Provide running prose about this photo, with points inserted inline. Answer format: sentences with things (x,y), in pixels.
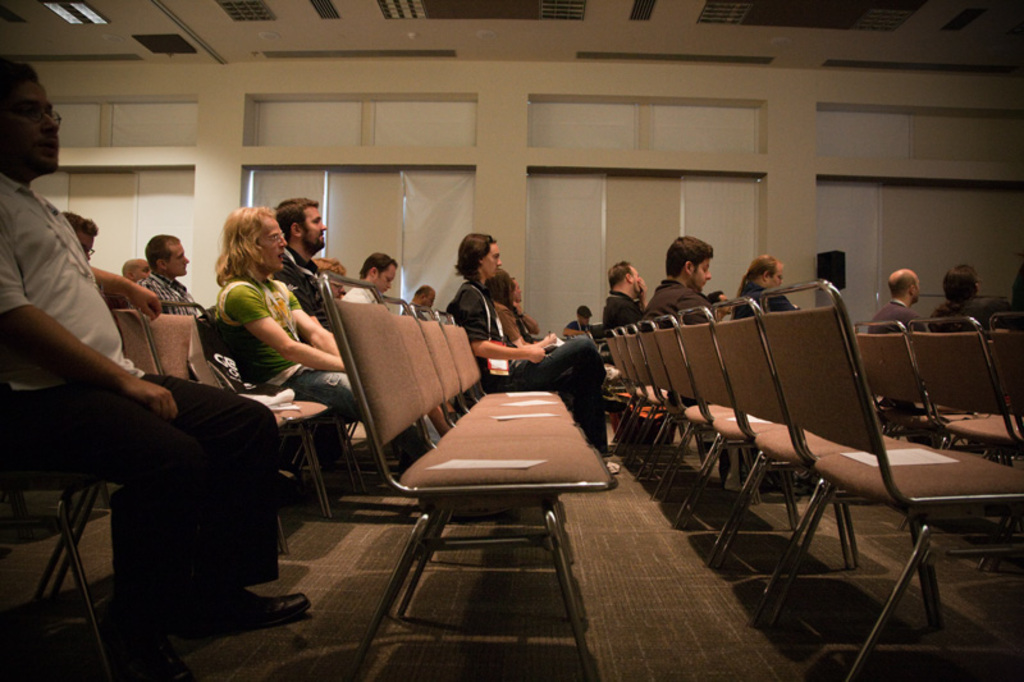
In the given picture, I can see, This image looks like a auditorium (362,23) in which a group of people (261,227) sitting on a chairs (950,369) and i can see a person (18,188) sitting wearing a specs (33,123) and wearing white color t shirt (73,312) and there is a other guy (260,247) who is sitting in third chair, who is wearing a green color t shirt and long hair (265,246) and wearing specs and also i can see a speaker (839,265) and after that i can see lights (72,24) and i can see curtains (284,198).
